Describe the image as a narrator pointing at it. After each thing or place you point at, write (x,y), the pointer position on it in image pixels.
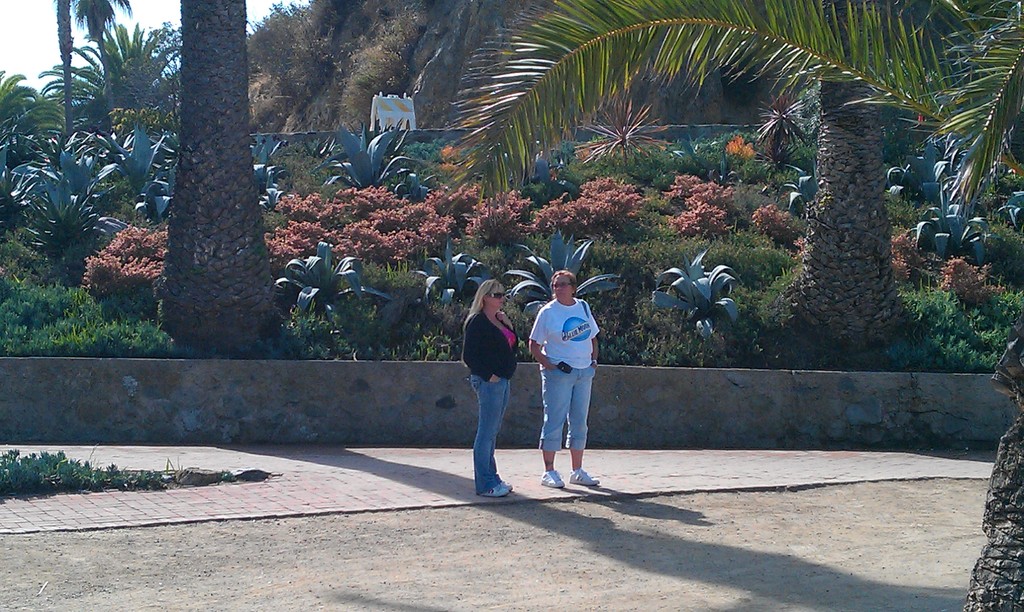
In this image we can see two women (493,371) are standing on a footpath (531,454). In the background (89,119) there are trees (247,262), plants (384,246) and sky (30,25).
